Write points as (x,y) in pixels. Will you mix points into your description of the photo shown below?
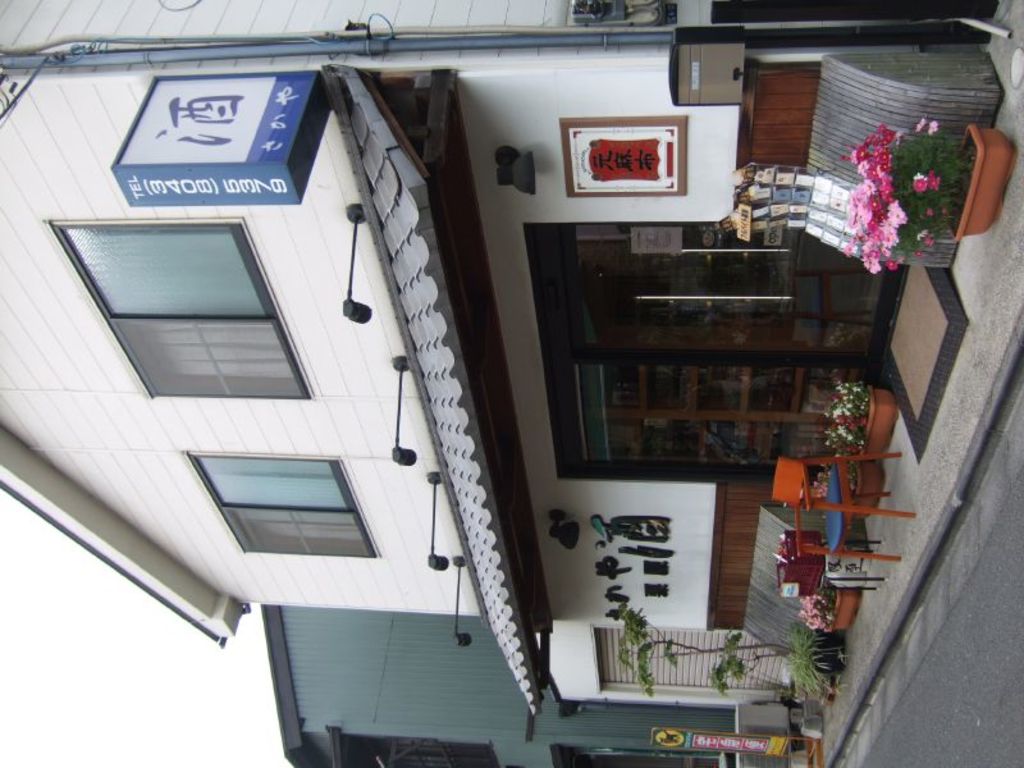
This image is taken on the road (970,674). In the center (666,331) there is a red colour chair (832,500), door (742,398). At the right side (956,206) there is a flower plant (959,190) and a pot (999,182). In the background (457,378) there is a house (319,291), some sign boards (254,175), lights (400,379). At the left side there is a plant (737,648), sign boards (736,736), building (450,678). In the top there is a sky (151,663). In the front (958,666) there is road (949,716).
